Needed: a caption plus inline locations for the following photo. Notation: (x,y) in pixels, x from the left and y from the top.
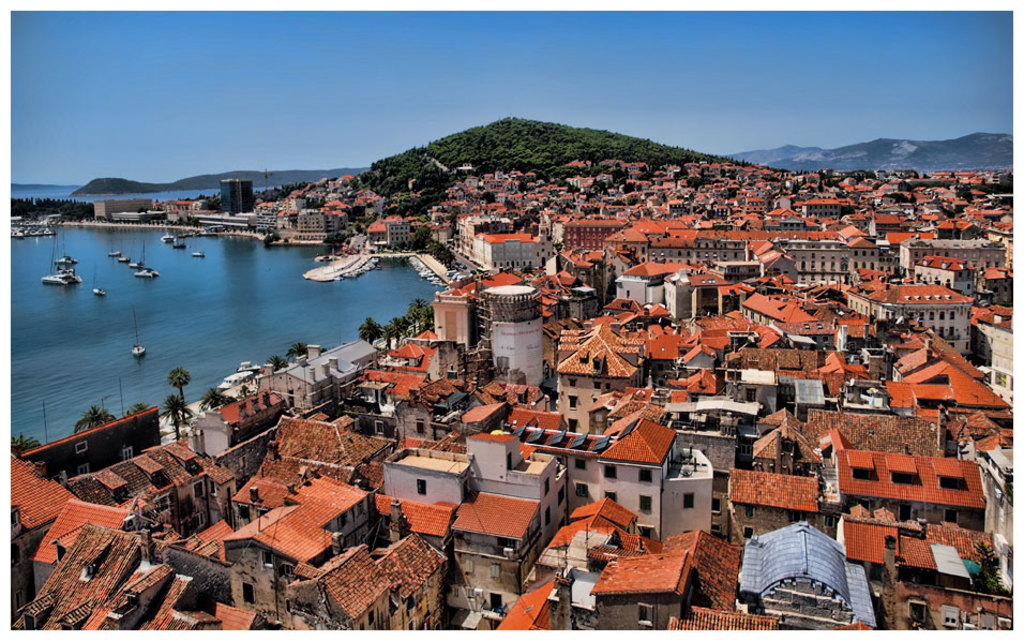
In the image there are many buildings (731,244) with roofs (863,605), walls (539,491), windows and chimneys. And also there are poles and trees (168,401). On the left side of the image (153,290) there is water (122,250). On the water (174,257) there are boats (198,254). In the background (551,143) there are hills (537,155). At the top of the image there is sky (295,159).
